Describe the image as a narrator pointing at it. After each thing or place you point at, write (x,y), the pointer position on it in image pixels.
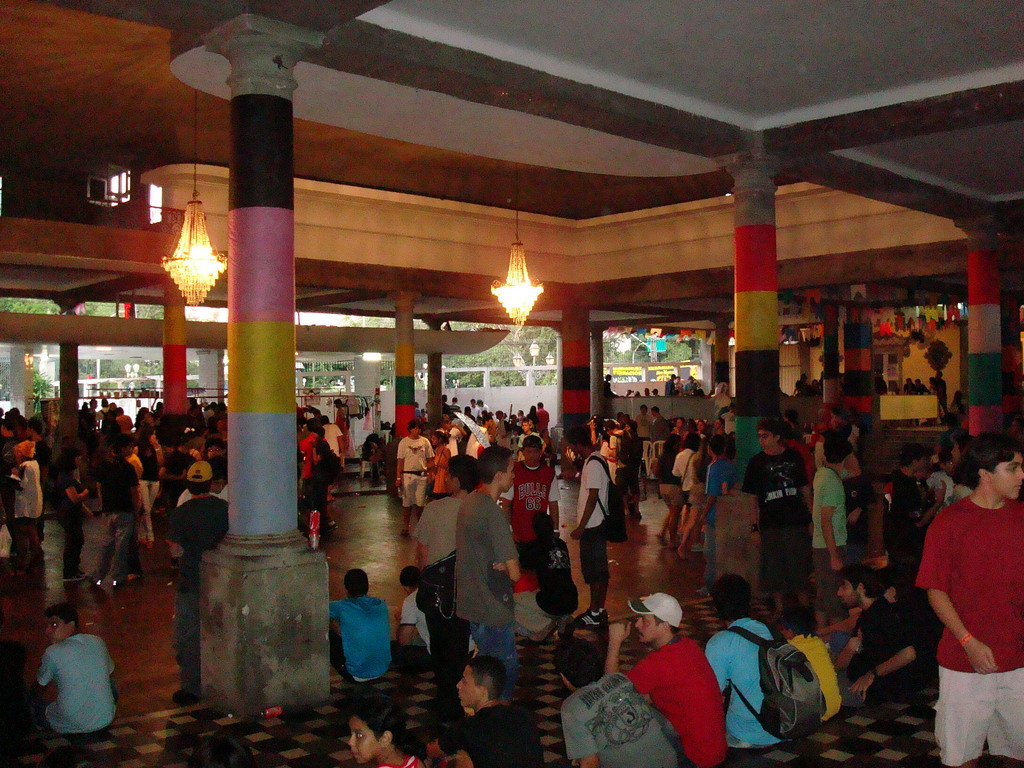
In this image, we can see pillars (719,361), decorative objects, chandeliers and people (988,470) on the path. Few people (895,666) are sitting. At the top of the image (646,114), there is the ceiling (540,127). In the background (712,379), there are trees (468,357), pillars (566,345), wall (680,366), people (732,439) and some objects (138,365).
